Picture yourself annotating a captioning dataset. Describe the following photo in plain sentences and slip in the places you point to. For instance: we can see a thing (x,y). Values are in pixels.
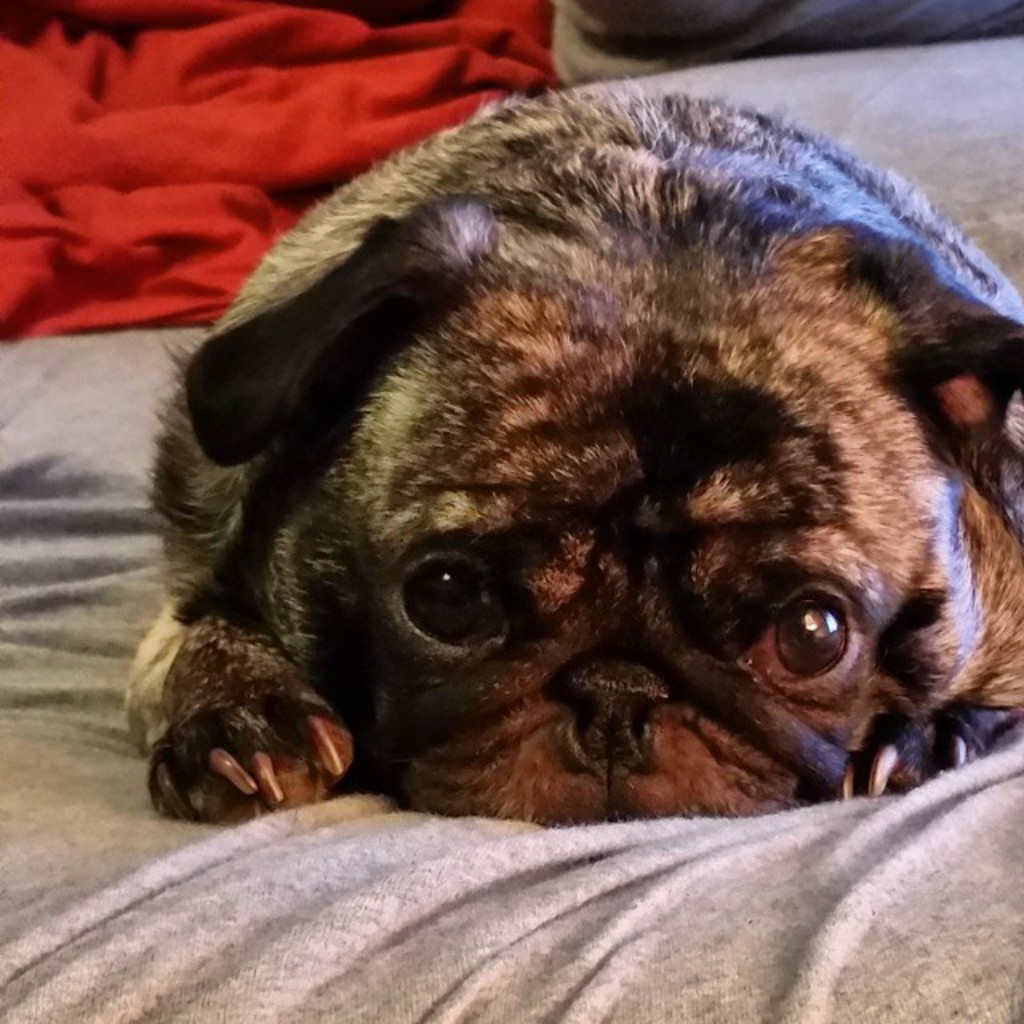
This image is taken indoors. At the bottom of the image (202,843) there is a bed (645,944) with a bed sheet (636,962), a blanket (221,208) and a pillow (661,42). There is a dog (679,569) on the bed (949,94).
